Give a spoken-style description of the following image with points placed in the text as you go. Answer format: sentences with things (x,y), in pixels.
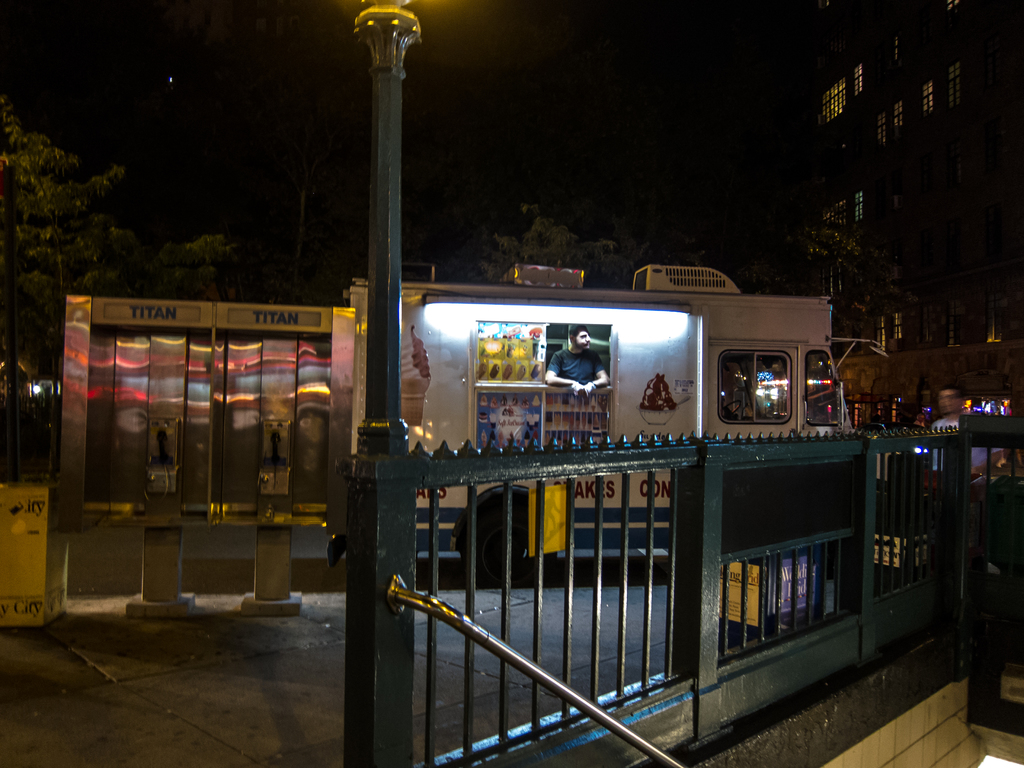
In this image I can see white colour vehicle (542,337) and in it I can see a man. I can also see few trees (34,250), a pole (391,151), a building (878,176), windows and here on this vehicle (582,529) I can see something is written. I can also see this image is little bit in dark from background (1003,140).
